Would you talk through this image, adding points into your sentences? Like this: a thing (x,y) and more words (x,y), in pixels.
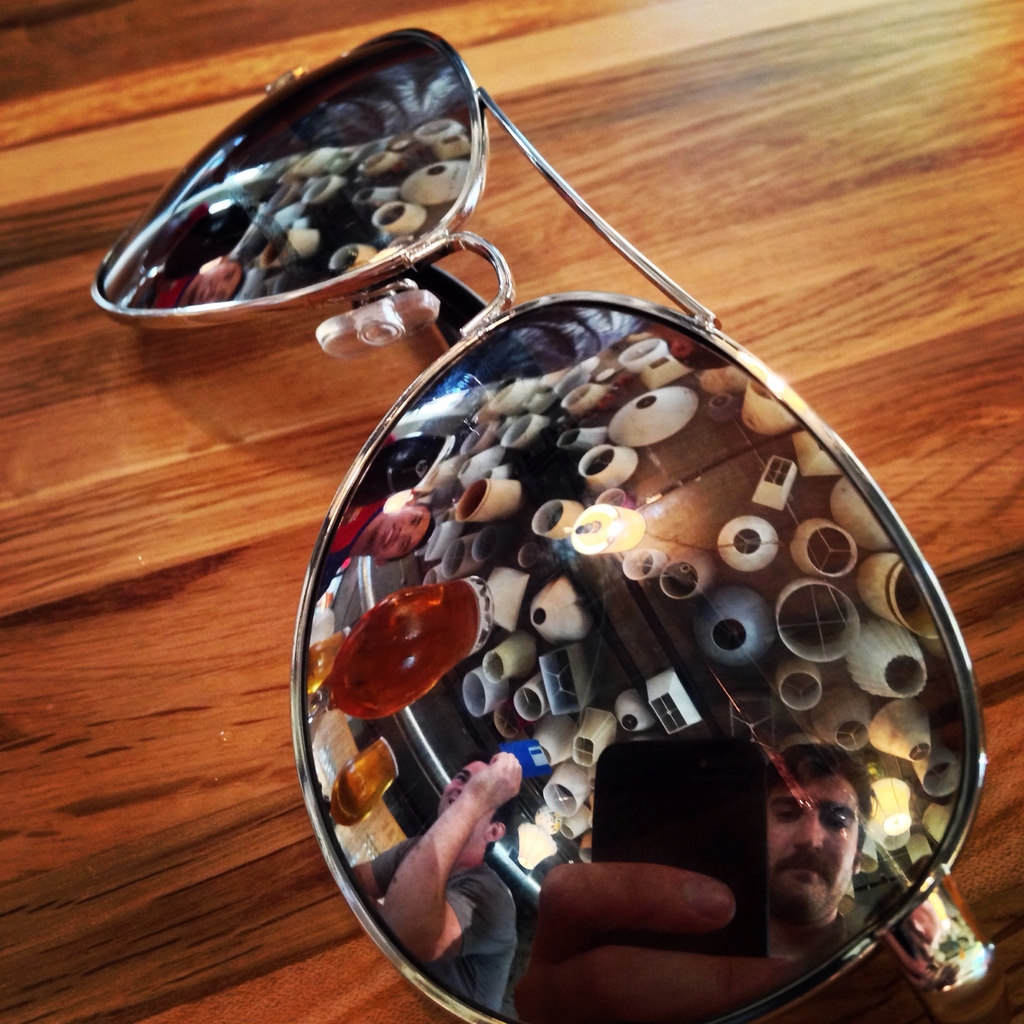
In this picture there is a glass (248,214) kept on the table (256,473) and we find many objects (595,435) which are reflecting on the roof (565,546) are on to the glass (446,589). Here a guy (800,750) is trying to capture the image with a phone (702,823). we also observe few decorative items (582,610) attached to the roof (876,753).
